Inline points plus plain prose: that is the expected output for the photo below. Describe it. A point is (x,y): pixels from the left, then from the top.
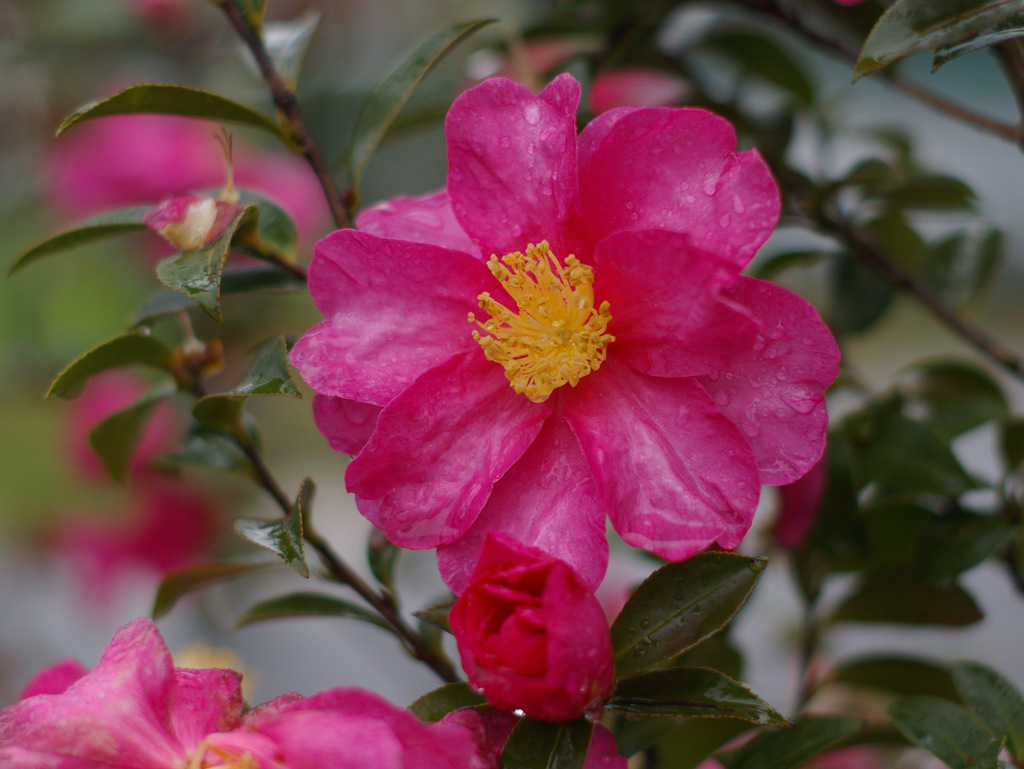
In this image we can see some flowers (483,379) to the stems (331,561) of a plant (422,427).
